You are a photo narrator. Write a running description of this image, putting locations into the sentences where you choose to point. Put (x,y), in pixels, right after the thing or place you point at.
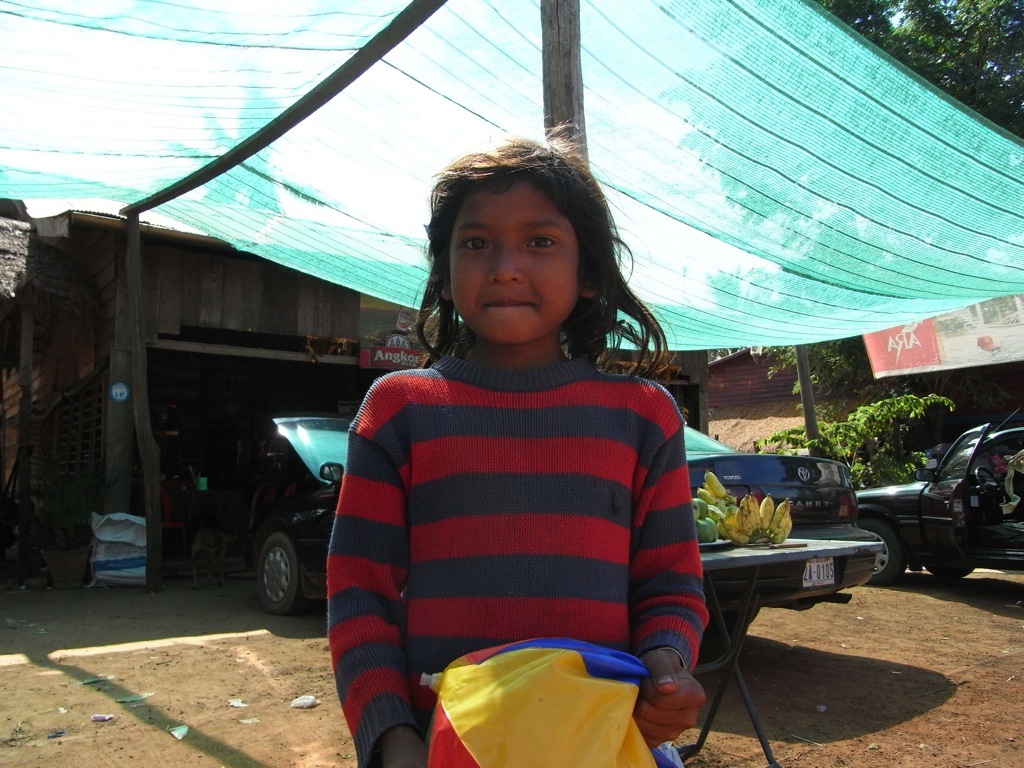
In the center of the image (598,357) we can see a girl (489,373) standing and holding a bag (545,707) and there are cars (952,499). We can see bananas (738,540) placed on the table (744,551). At the top (457,147) there is a tent (442,148). In the background (243,354) there is a shed (232,361) and a tree (946,46).
